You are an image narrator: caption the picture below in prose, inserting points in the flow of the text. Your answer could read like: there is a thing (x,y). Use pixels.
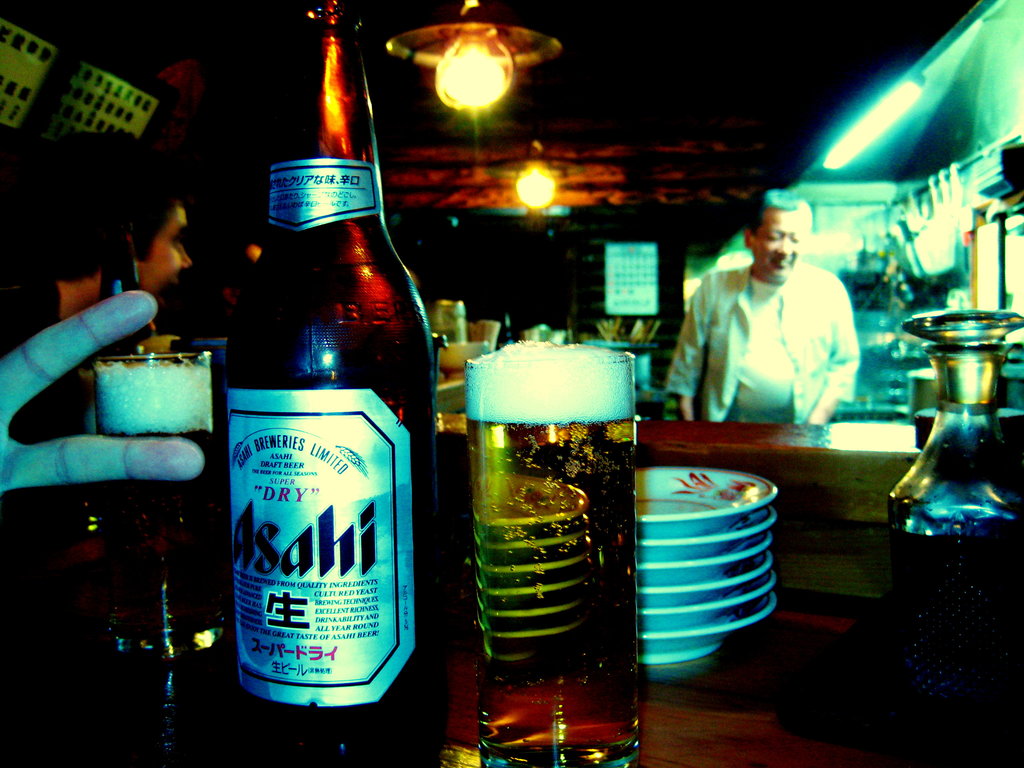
In this image, There is a table (696,732) on that table (213,750) there are some glasses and there is a beer bottle (297,339) which is in brown color, In the background (780,361) there is a person (774,337) standing and there are some lights (542,171) which are in yellow color.
